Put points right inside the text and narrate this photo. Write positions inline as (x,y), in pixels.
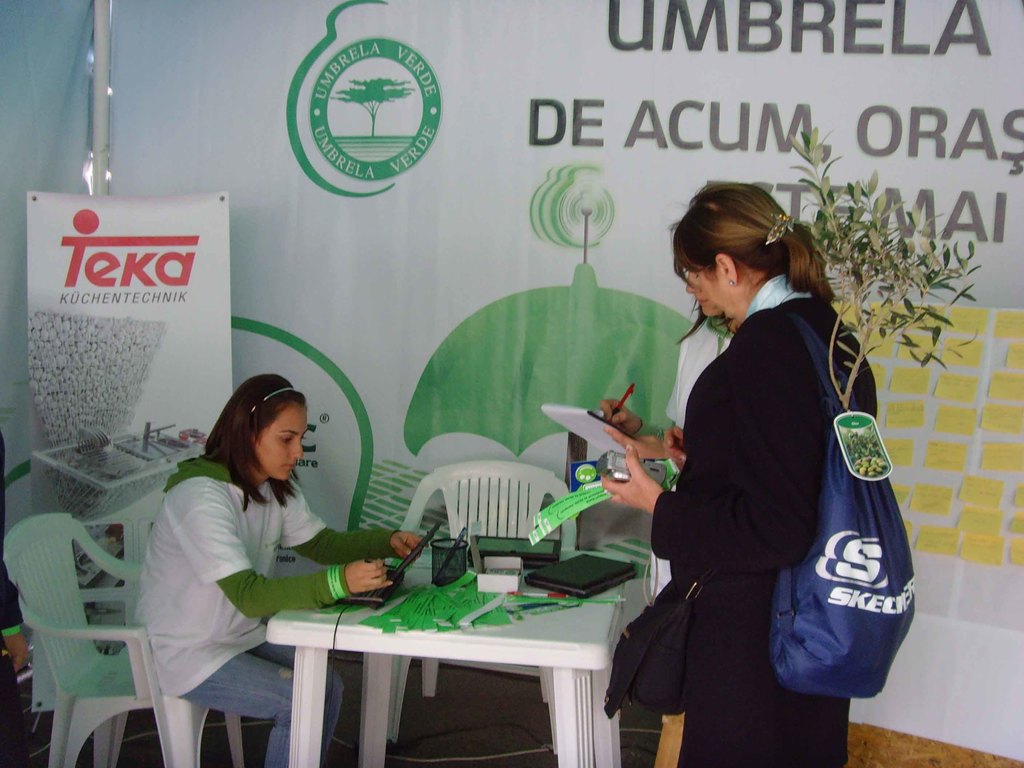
This picture shows there is a woman (227,545) sitting in the chair (138,641) in front of a table (514,632) on which some accessories (470,583) were placed. There are two members (728,447) standing in front of the table (595,657), holding a bag (824,551) on the shoulder (816,326). In the background (167,302) there is a poster (157,264).
